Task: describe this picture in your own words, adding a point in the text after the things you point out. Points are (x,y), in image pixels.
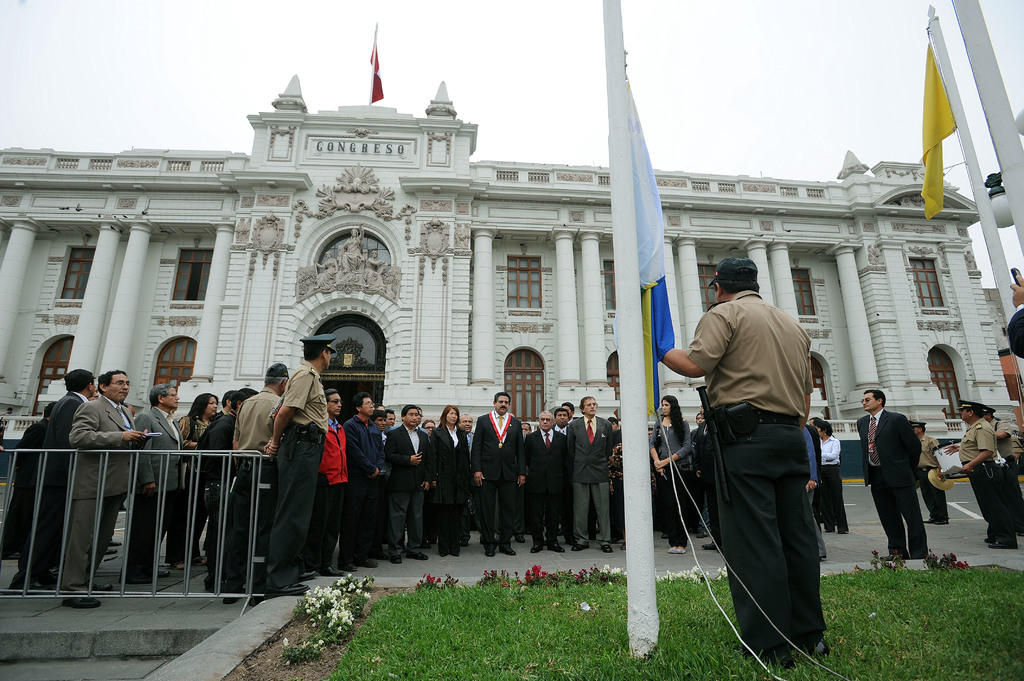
At the bottom of the image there is grass (505,676). In the middle of the image (394,454) few people (1015,513) are standing and there are some poles (956,102) and flags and fencing (8,512). Behind them there is a building (968,325). At the top of the image (81,43) there are some clouds (81,43) and sky (81,43).
